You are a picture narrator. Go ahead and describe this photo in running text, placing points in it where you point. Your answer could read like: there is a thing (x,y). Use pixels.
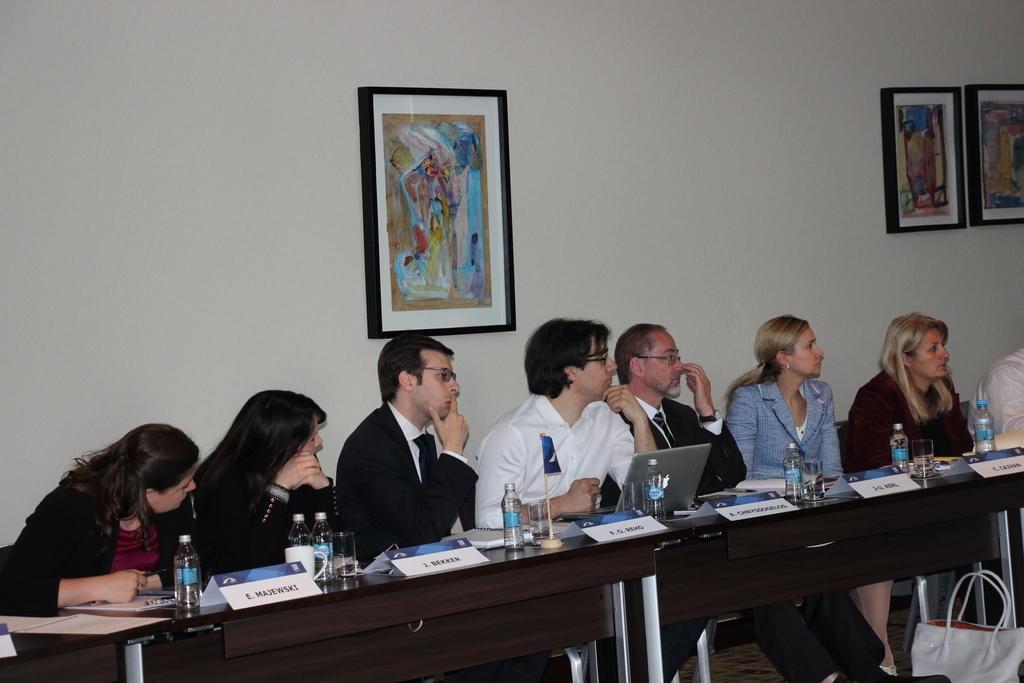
In the picture it looks like a conference there is a big table (962,484) and on the table (663,532) there are some laptops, bottles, glasses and names (273,597) of the members, there are some people (720,432) sitting in front of the table (295,612) and all of them are paying attention towards something, behind them there is a wall (359,283) and on the wall (495,80) there are some photo frames (470,152).
